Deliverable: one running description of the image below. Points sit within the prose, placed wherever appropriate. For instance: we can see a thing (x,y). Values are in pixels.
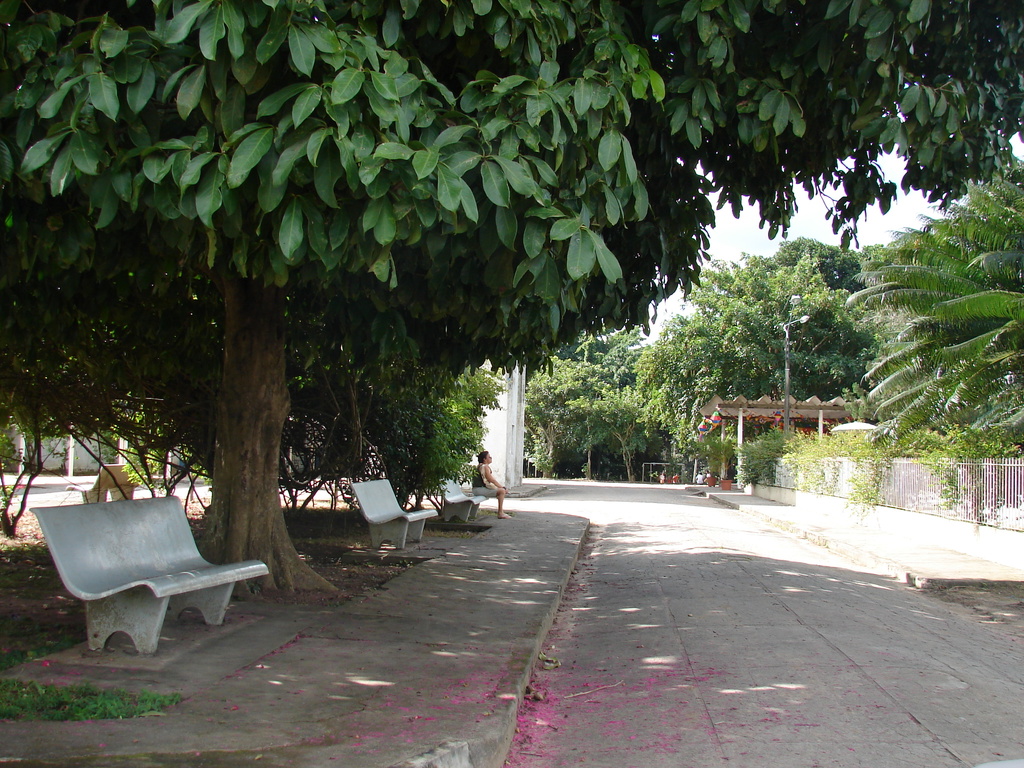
In this picture we can see a person (487,494) is sitting on a bench (467,495) and on the left side of the person (482,477) there are benches (397,542) and right side of the person (497,482) there is a fence (915,479). Behind the person (483,462) there are trees (602,398), pole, building (520,400) and a sky (831,194).
